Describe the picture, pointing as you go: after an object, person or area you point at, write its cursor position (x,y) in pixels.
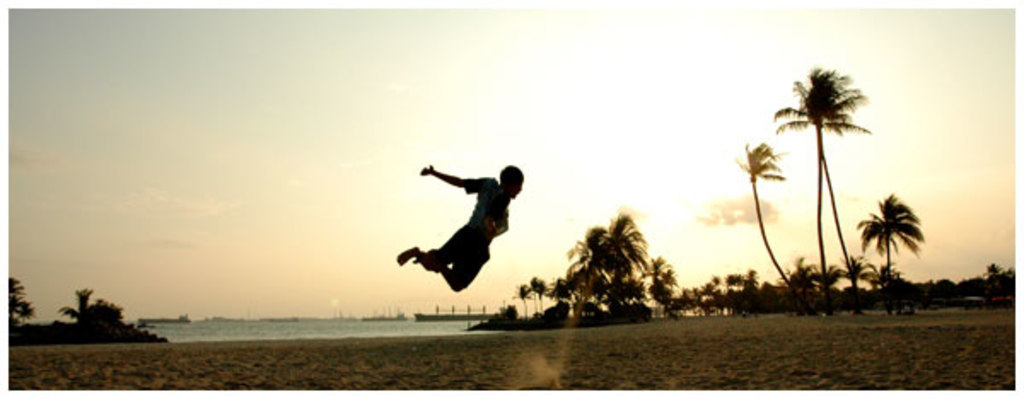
In this picture we can see a person (449,261) is jumping. Behind the person (457,237) there is water (387,327), trees (626,296) and the sky (521,97).
